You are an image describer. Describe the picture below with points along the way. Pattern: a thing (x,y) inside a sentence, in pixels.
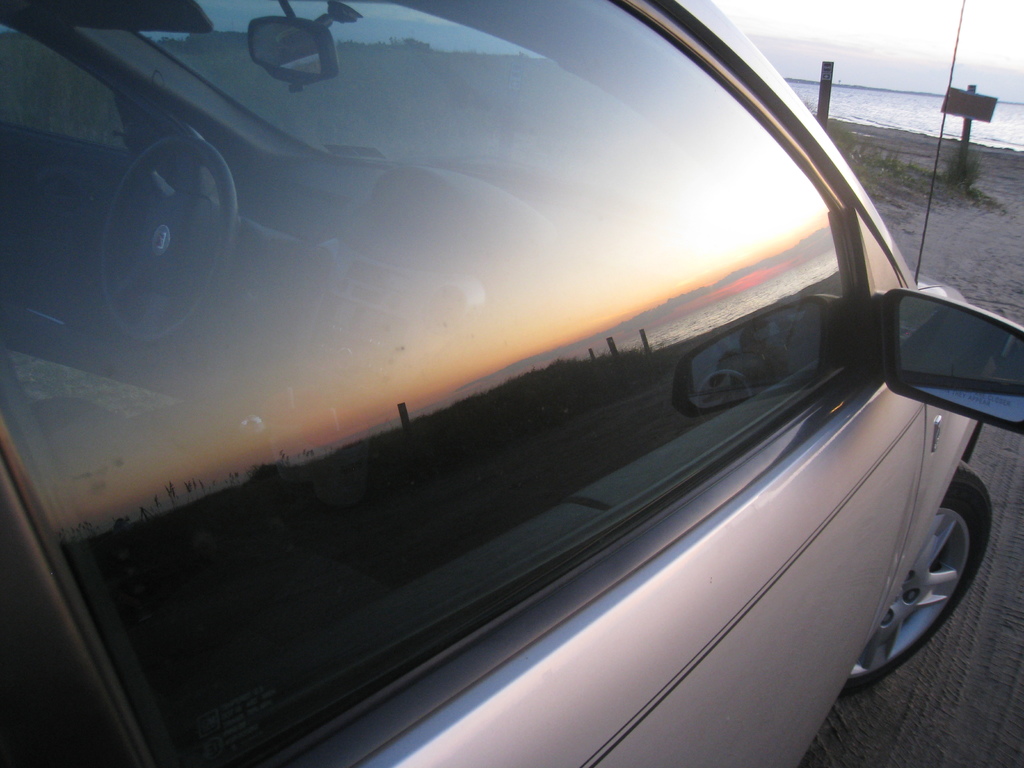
In this picture we can see a car (669,560) in the front (694,458), there is a board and grass (905,171) in the middle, in the background (909,109) we can see water (896,117), there is the sky (935,22) at the top of the picture (892,42).
